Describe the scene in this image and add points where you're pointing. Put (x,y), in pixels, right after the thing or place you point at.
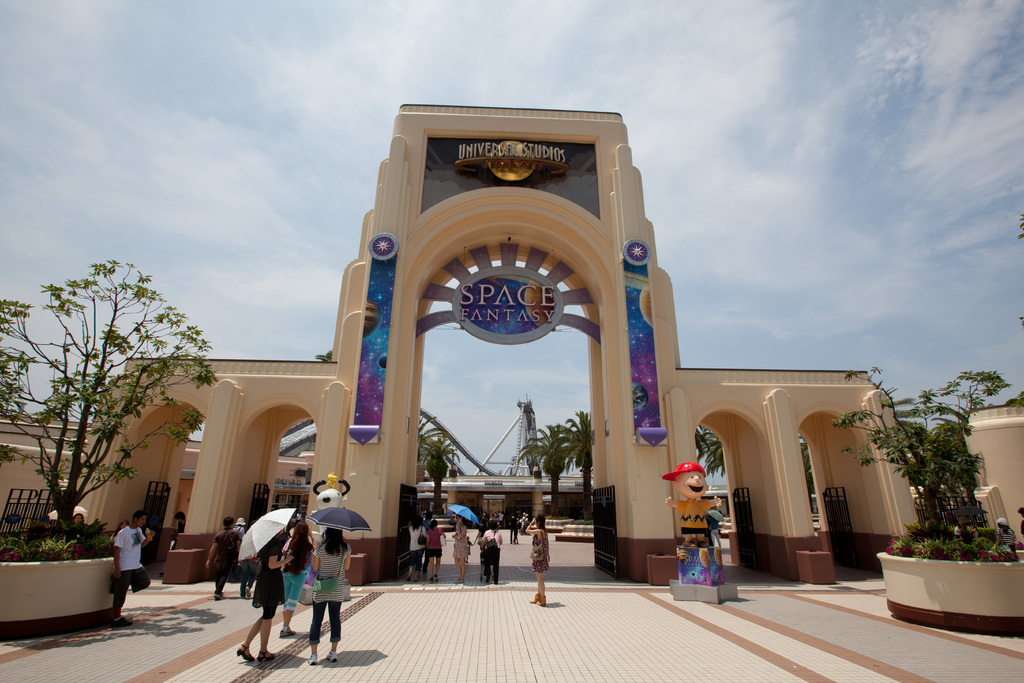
In this image I can see entrance gate (600,371) and the wall (817,371), there is a text (521,162) visible on the wall (464,177), there are few persons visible in front of entrance gate (355,496), some of them holding umbrellas (281,518) and on the left side (52,395) there are trees (44,423), on the right side (924,437) there are trees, sculpture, At the top (386,59) there is the sky (497,59) and in the middle (579,441) there are some trees (572,456) and a roller coaster (504,471) visible.
